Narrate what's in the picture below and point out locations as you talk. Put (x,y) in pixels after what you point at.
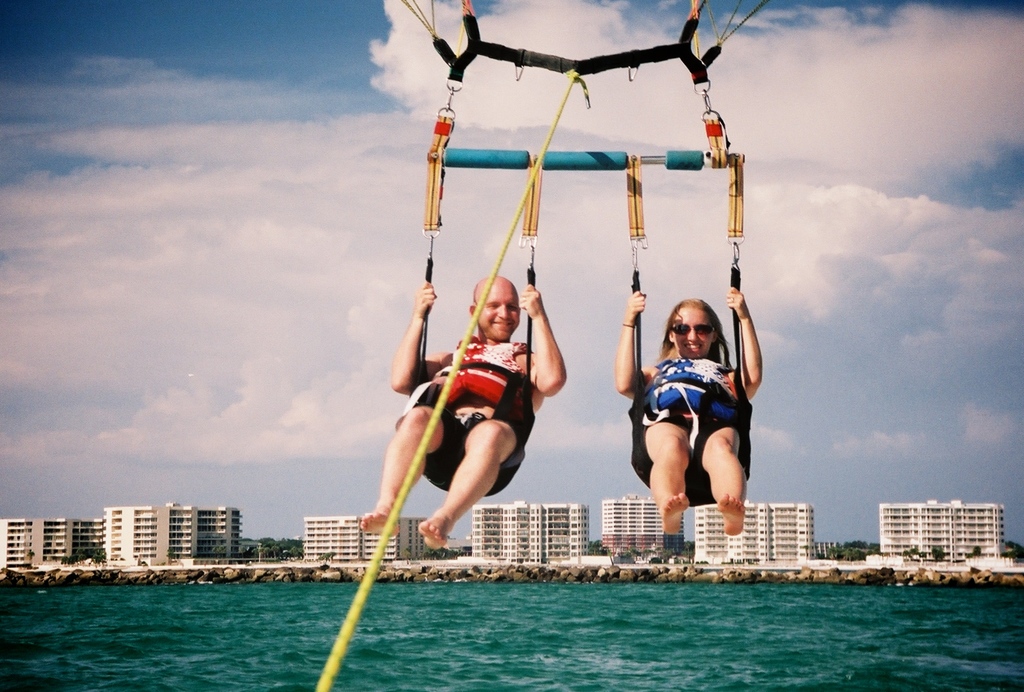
In this picture there is a man (543,346) and a woman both of them are hanging from a rod (510,160), which is tied with ropes (641,215) and there is water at the bottom side of the image (373,643) and there are buildings (761,548), trees (661,558), and stones (223,580) in the background area of the image (625,545).
